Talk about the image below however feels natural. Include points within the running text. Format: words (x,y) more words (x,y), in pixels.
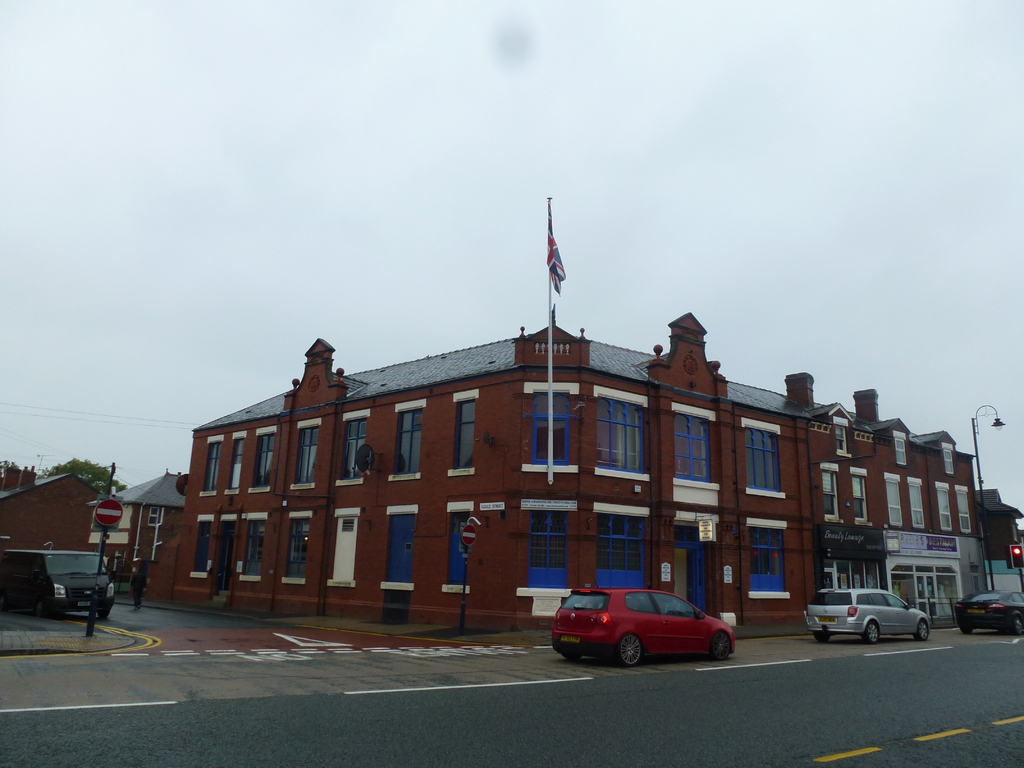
In this picture there are buildings (934,492) and trees (72,476) and there are poles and there is a flag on the building (566,492). In the foreground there are vehicles (577,594) on the road (32,613). On the left side of the image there is a person (141,586) walking on the road (260,686). At the top (232,248) there is sky (300,229). At the bottom (742,756) there is a road (758,694).
